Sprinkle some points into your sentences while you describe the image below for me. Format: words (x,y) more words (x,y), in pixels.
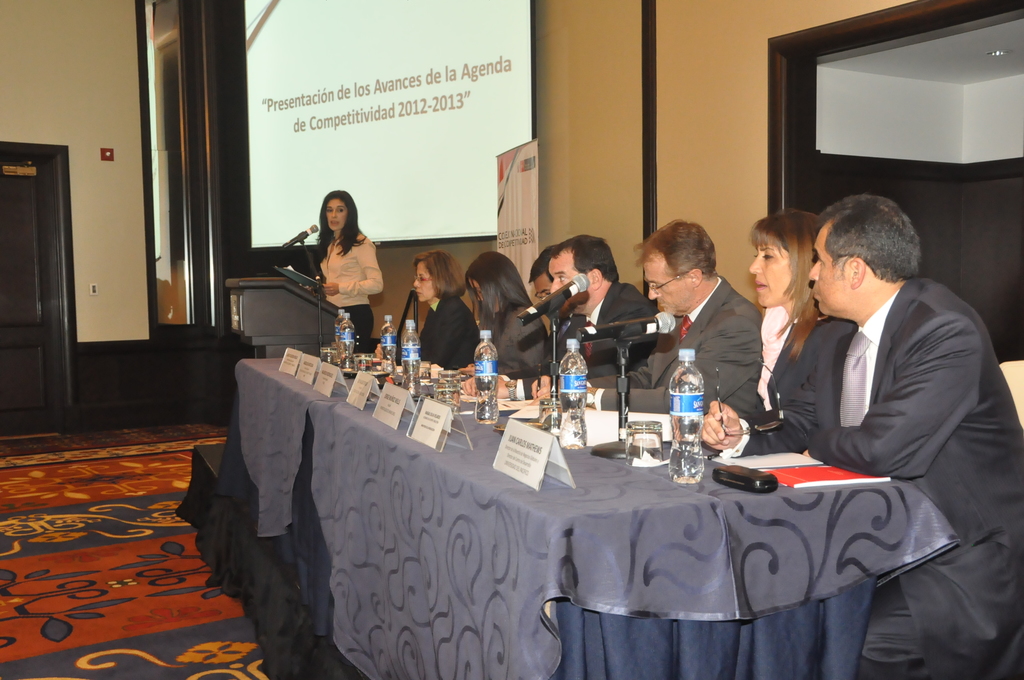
There are few people (576,304) sitting on the chairs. This is the table (478,496) covered with cloth (679,568). These are the name boards (537,476), water bottles (348,342), glasses (644,446), mike's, papers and few things (786,467) placed on the table (506,476). Here is the woman (346,276) standing and speaking on the mike (300,242). This is the podium (281,316). This is the banner (502,191). Here is the screen (272,70) hanging. This looks like a mirror (158,229). I can see a door (32,329). This is the carpet (109,563) on the floor (141,584).
